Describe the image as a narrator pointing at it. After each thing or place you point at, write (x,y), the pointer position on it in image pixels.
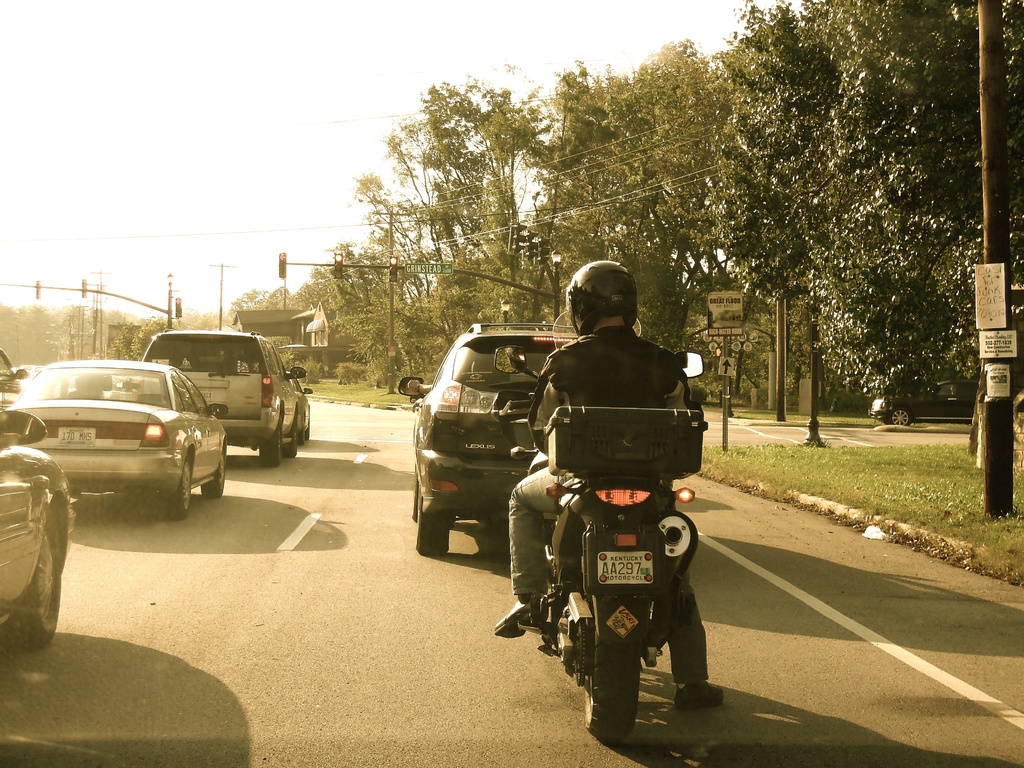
In this image we can see a bike (553,597) on which a person (614,380) is sitting and cars (297,383) on the road (829,542). In the background (673,173) we can see traffic signals (311,265) and trees (732,208).
